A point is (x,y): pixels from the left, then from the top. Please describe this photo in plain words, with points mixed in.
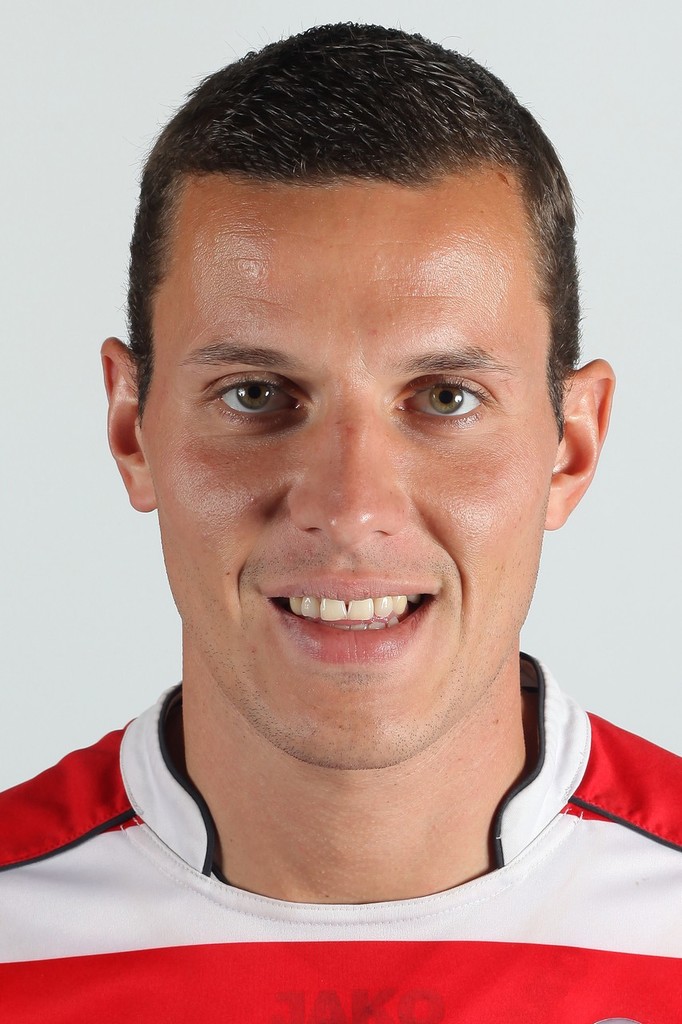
In this image we can see a man (271,442) and he is smiling. There is a white background (585,58).
